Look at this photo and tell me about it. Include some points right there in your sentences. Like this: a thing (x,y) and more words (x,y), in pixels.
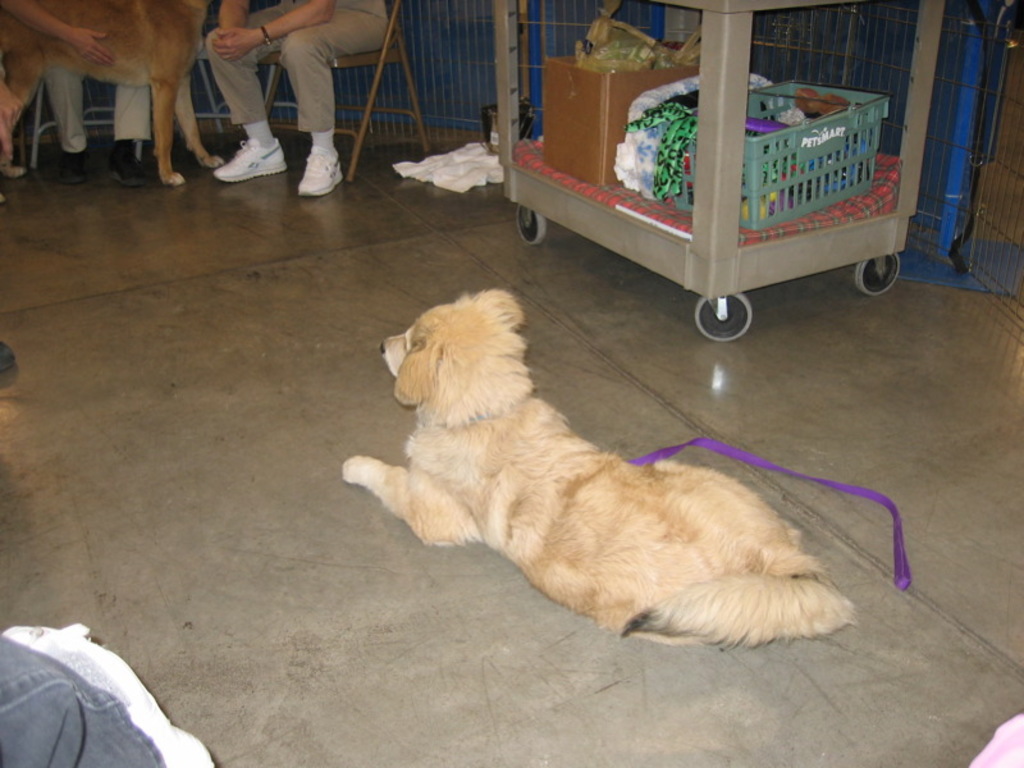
This is a dog (484,401), here people (63,123) are sitting on the chairs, this is a container (780,146) with some objects (779,126), this is floor (540,606).
